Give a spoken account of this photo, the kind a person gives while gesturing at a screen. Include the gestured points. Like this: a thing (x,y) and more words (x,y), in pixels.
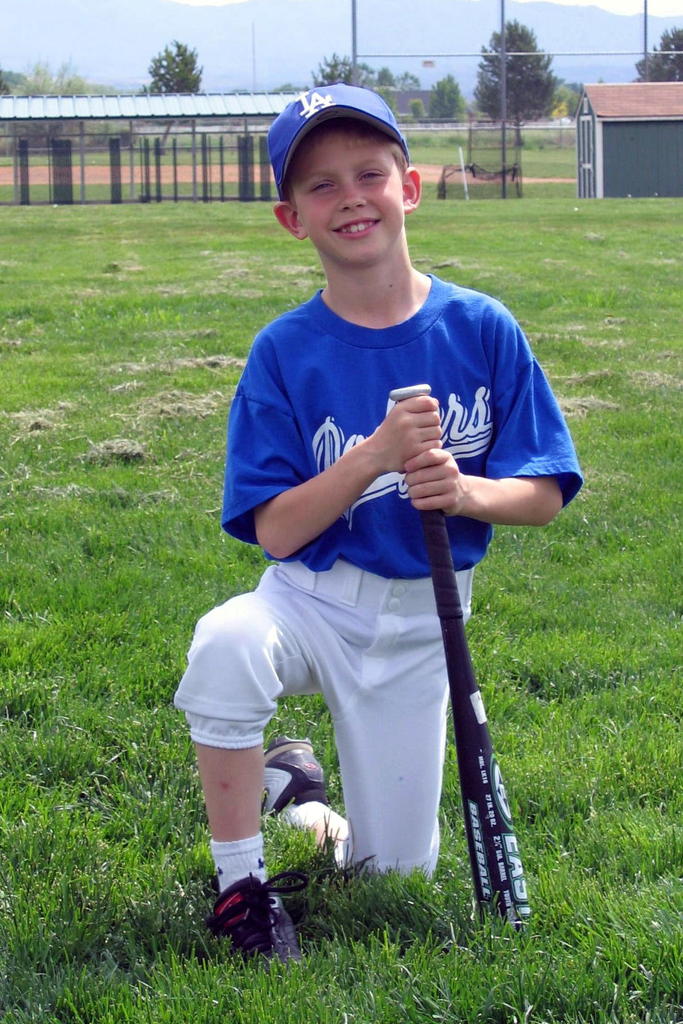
In this picture a boy (329,490) wearing blue shirt (339,363), white pant (323,615) blue cap (369,111) and black shoes (252,897) and holding a black colored bat (481,772). In the foreground (91,805) there is grass (588,211). On the top right side (642,161) there is a hut like house (627,138) with red color rooftop (646,109). On the left side (72,173), we can see shed (116,155) with white color rooftop (43,117). There are trees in the background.
